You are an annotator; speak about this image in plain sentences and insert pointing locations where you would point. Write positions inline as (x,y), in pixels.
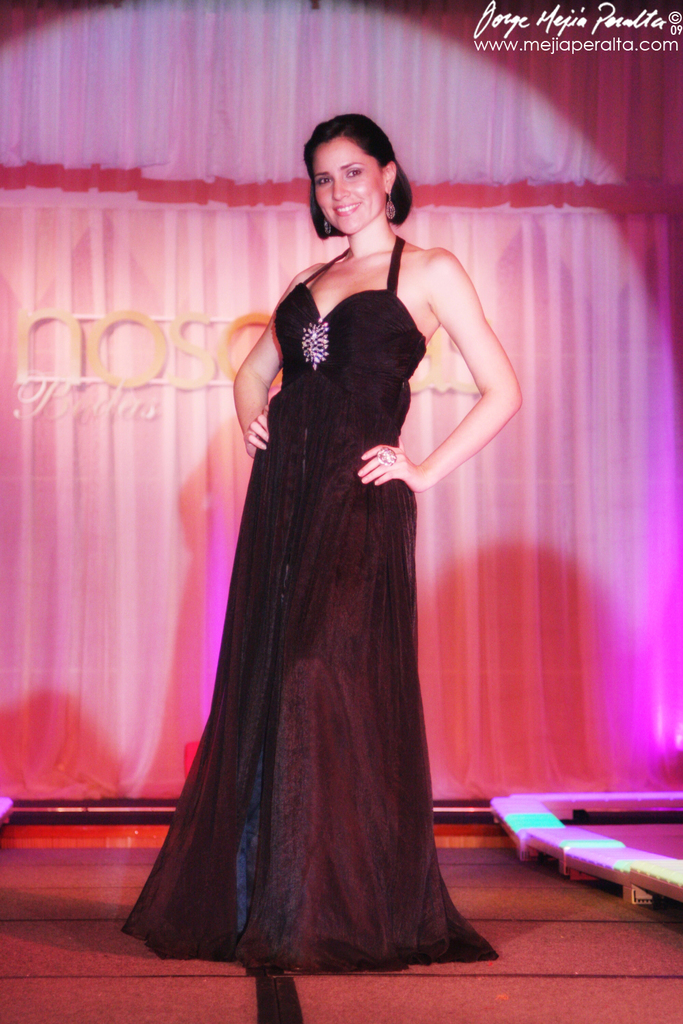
In this image in the center (374,400) there is one woman (322,414) who is standing and in the background (343,97) there is wall (296,140) and some curtains (533,699), at the bottom (137,980) there is a floor (120,962).
